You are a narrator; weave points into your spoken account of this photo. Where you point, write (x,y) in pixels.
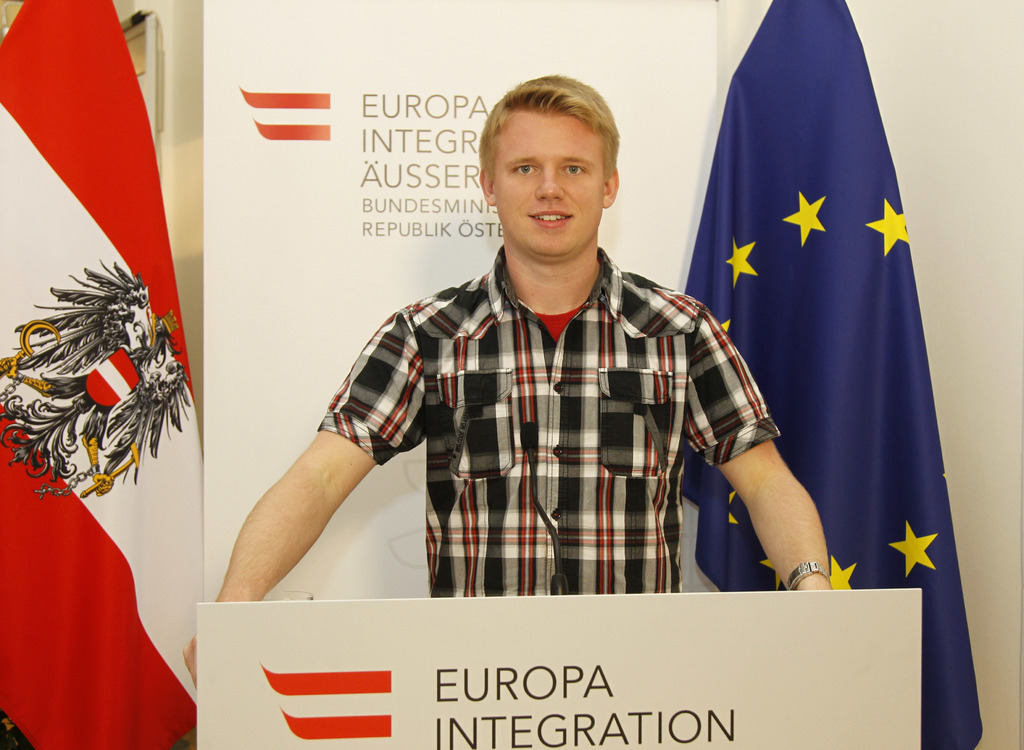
At the bottom of the image (527,636) there is a podium (526,646) with mic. Behind the podium (463,681) there is a boy (670,423) standing. Behind him there is a poster (217,355) and also there are flags (31,714).
